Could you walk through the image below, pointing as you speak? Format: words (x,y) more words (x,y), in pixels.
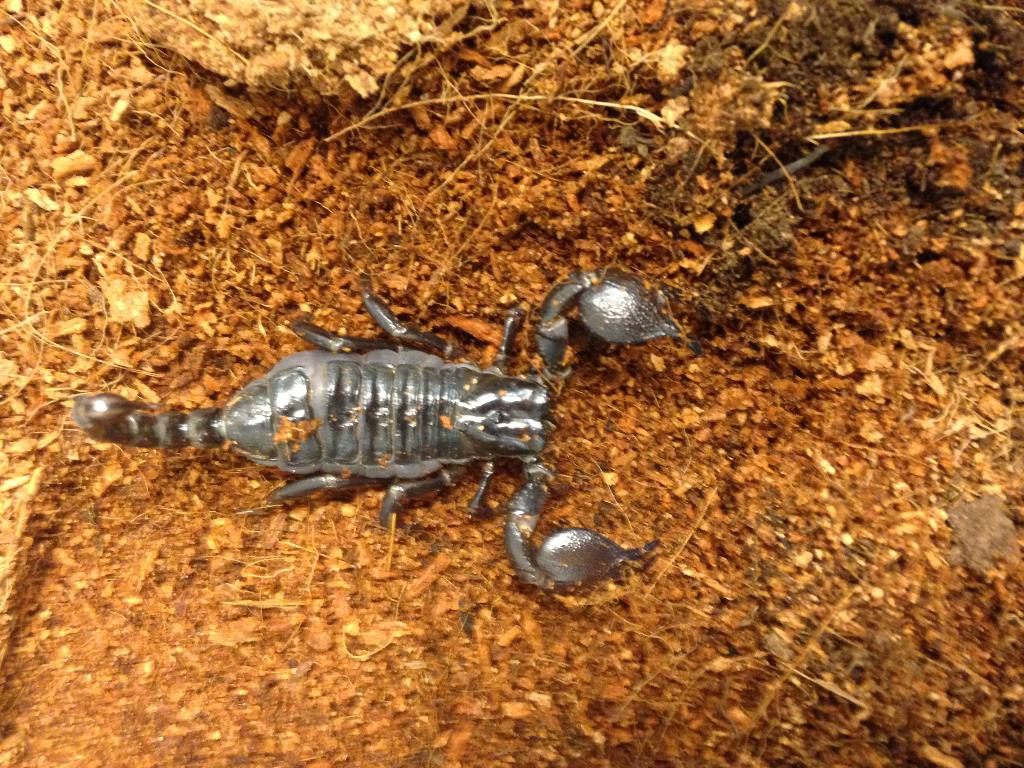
In this picture, we see the scorpion (380,454). It is in grey color. In the background (433,261), we see the dry leaves (585,197) and twigs (161,296).
